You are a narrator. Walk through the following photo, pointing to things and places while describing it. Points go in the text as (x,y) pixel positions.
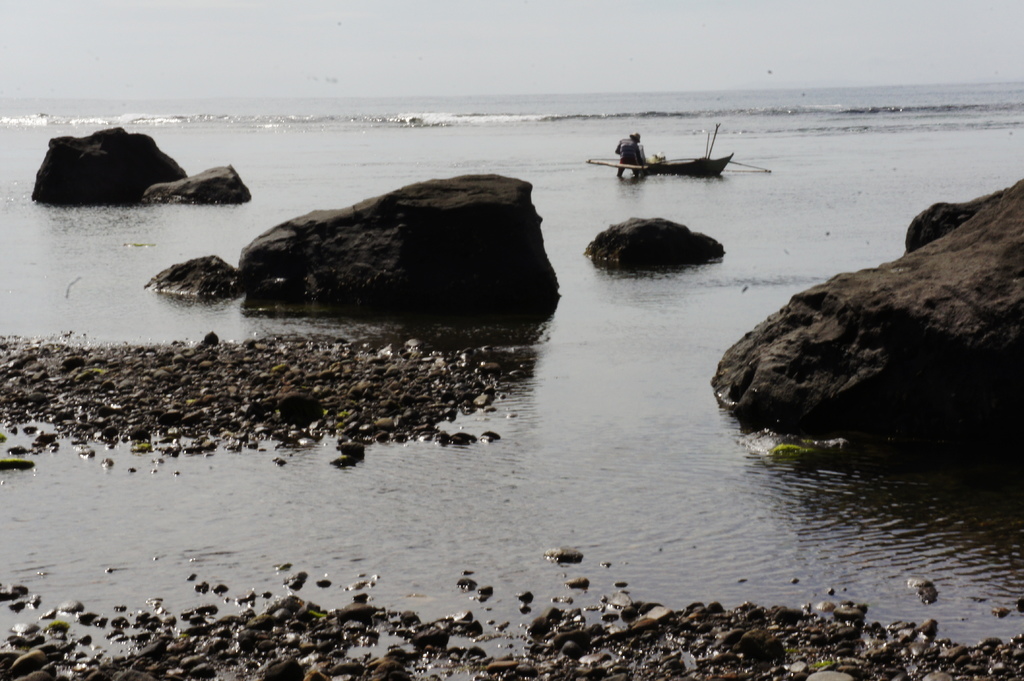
In the image there is water (236,459). There are stones (461,367) in the water (677,364). And also there are rocks (353,219). On the water (594,218) there is a boat (678,167).
